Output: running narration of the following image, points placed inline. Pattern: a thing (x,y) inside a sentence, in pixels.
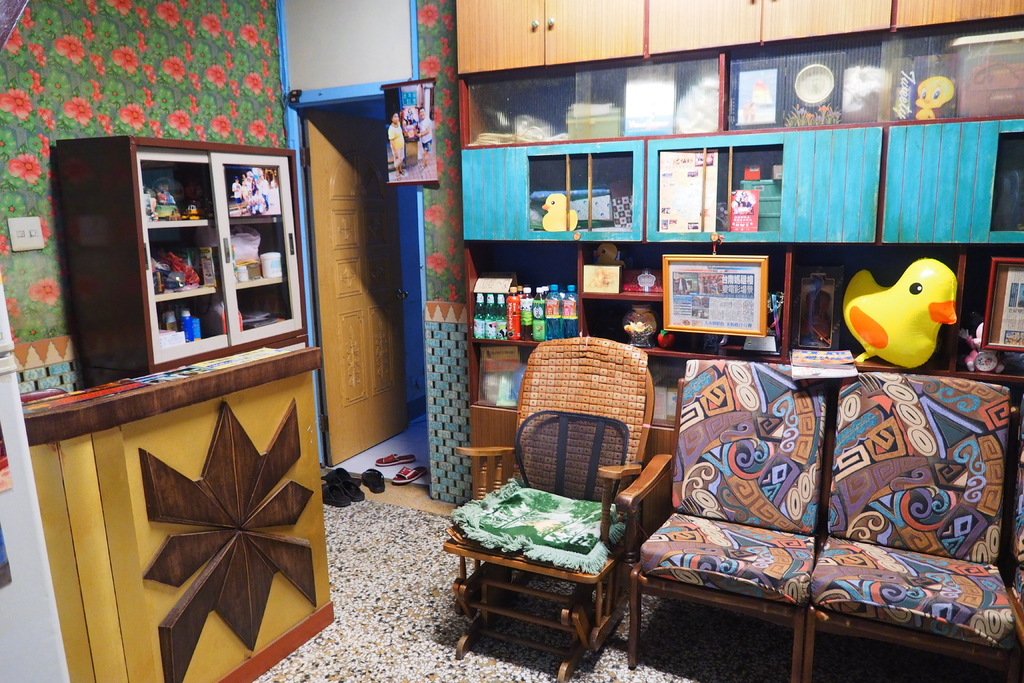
This picture describes about interior of the room (515,315) in this we can find couple of chairs (729,478) and slippers (402,470), and also we can find couple of bottles (494,307) shields (664,264) toys (909,290) in the racks (533,273).
